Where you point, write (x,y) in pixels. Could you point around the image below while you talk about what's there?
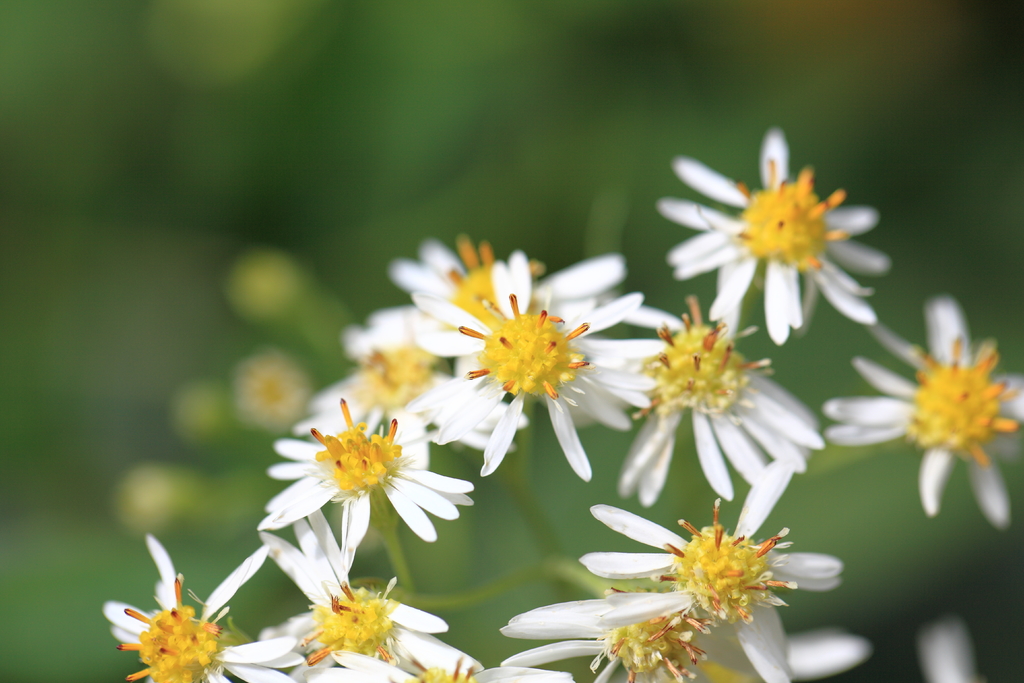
In this image we can see the flowers (262,409). The background (10,515) is green in color.
